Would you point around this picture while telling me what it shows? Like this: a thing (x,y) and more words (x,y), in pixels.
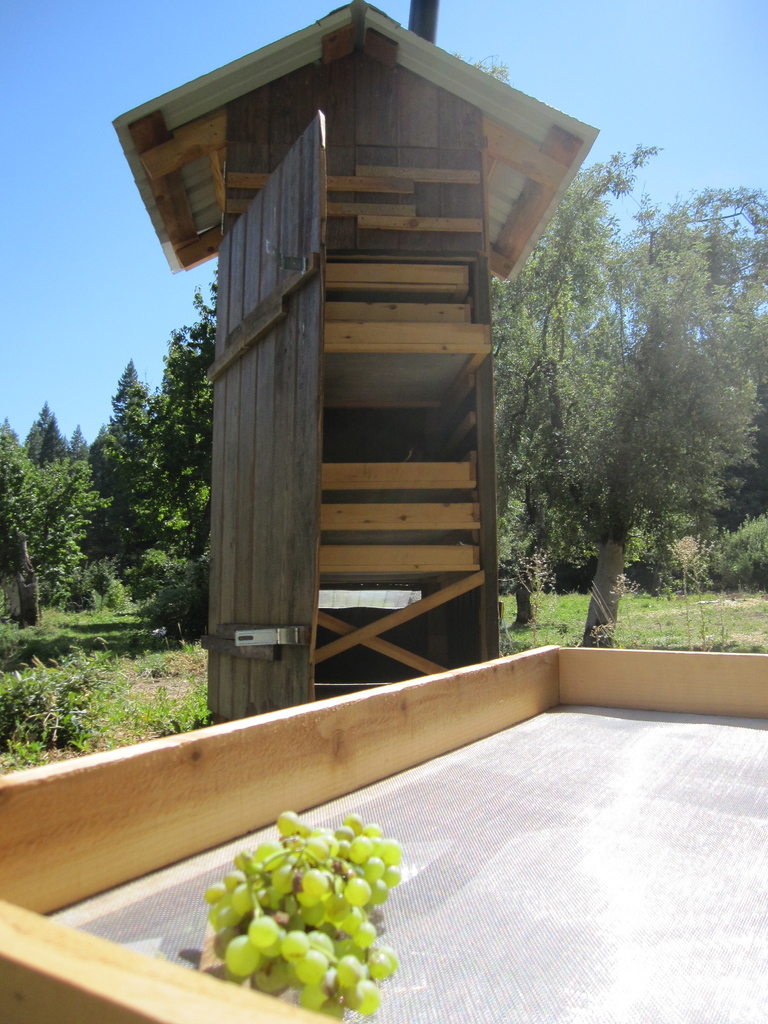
In this image I can see grapes (281,830), a brown colour wooden tower (403,334), number of trees (554,253), grass (46,730) and the sky (74,138) in the background (723,98).
